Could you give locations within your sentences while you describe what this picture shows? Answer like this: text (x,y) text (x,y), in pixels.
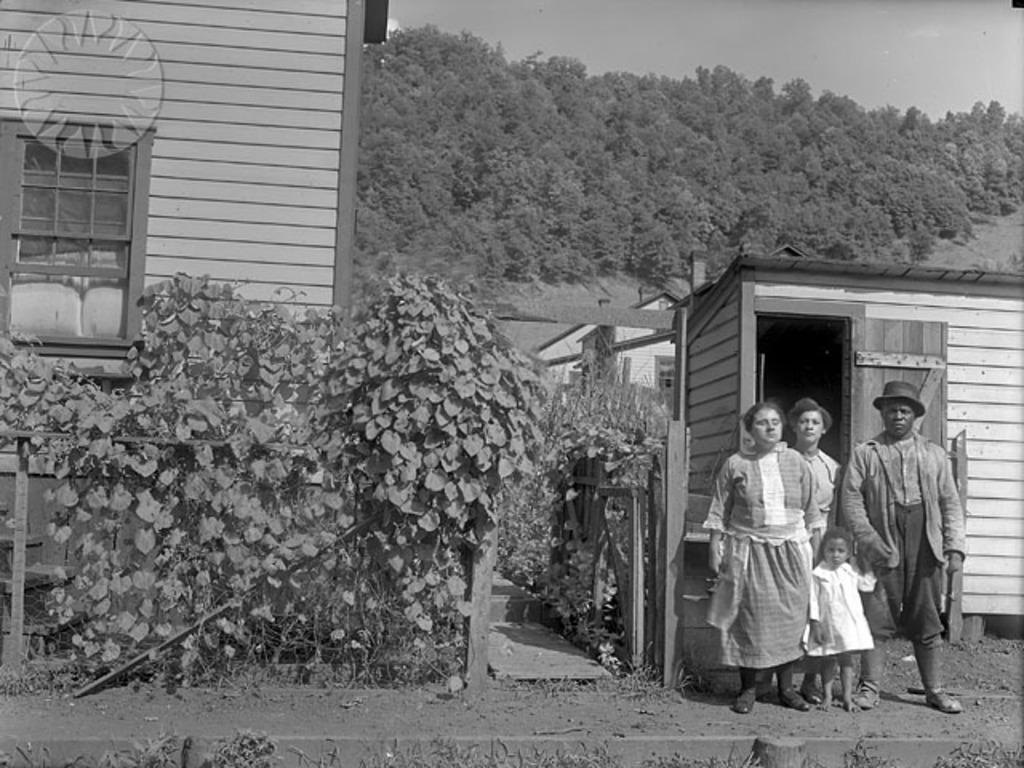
In the picture we can see a black and white photograph of a three people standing together with their child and behind them we can see a small wooden house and beside it we can see some plants (621,443) and a big wooden house (142,96) with window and near it also we can see some plants (327,365) and in the background (488,121) we can see full of trees (658,121) and a sky (827,36).
